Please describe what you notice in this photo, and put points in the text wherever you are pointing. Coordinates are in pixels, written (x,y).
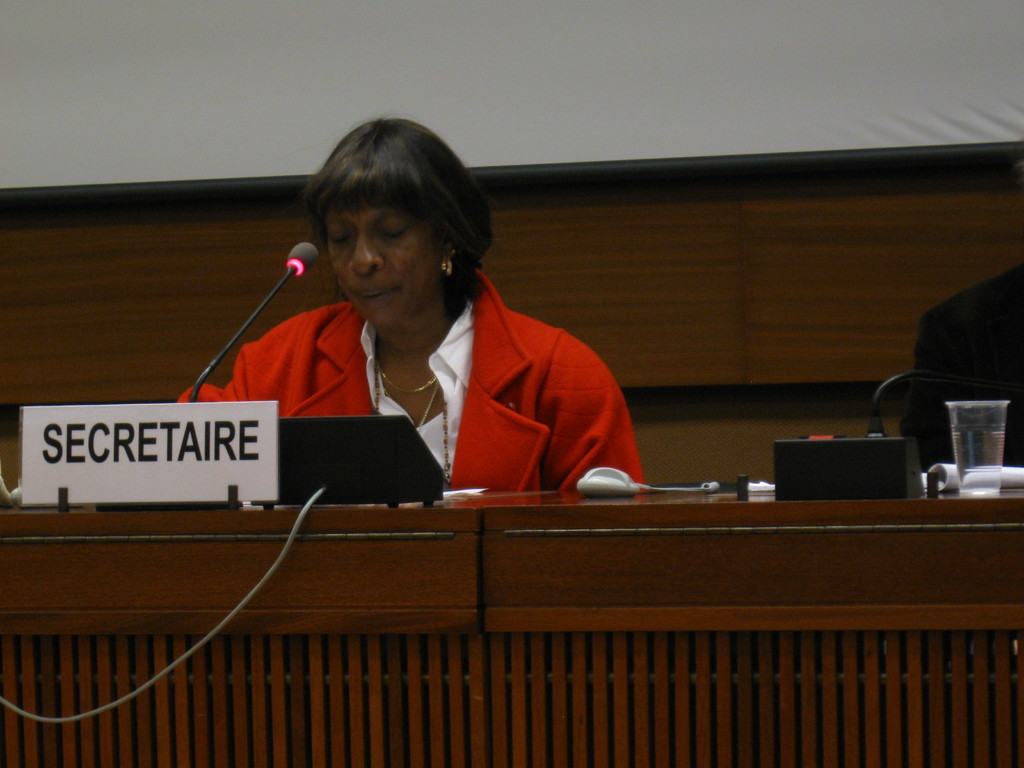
In this image there is one person (361,317) who is sitting and talking, in front of her there is a table (652,552). On the table (105,518) there is a name board (265,465), mike (858,479), glass (980,466), book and some objects (746,497). And on the right side (978,330) there is another person (941,410) sitting, and in the background (35,285) there is a wooden board (35,311) and wall (899,101).
